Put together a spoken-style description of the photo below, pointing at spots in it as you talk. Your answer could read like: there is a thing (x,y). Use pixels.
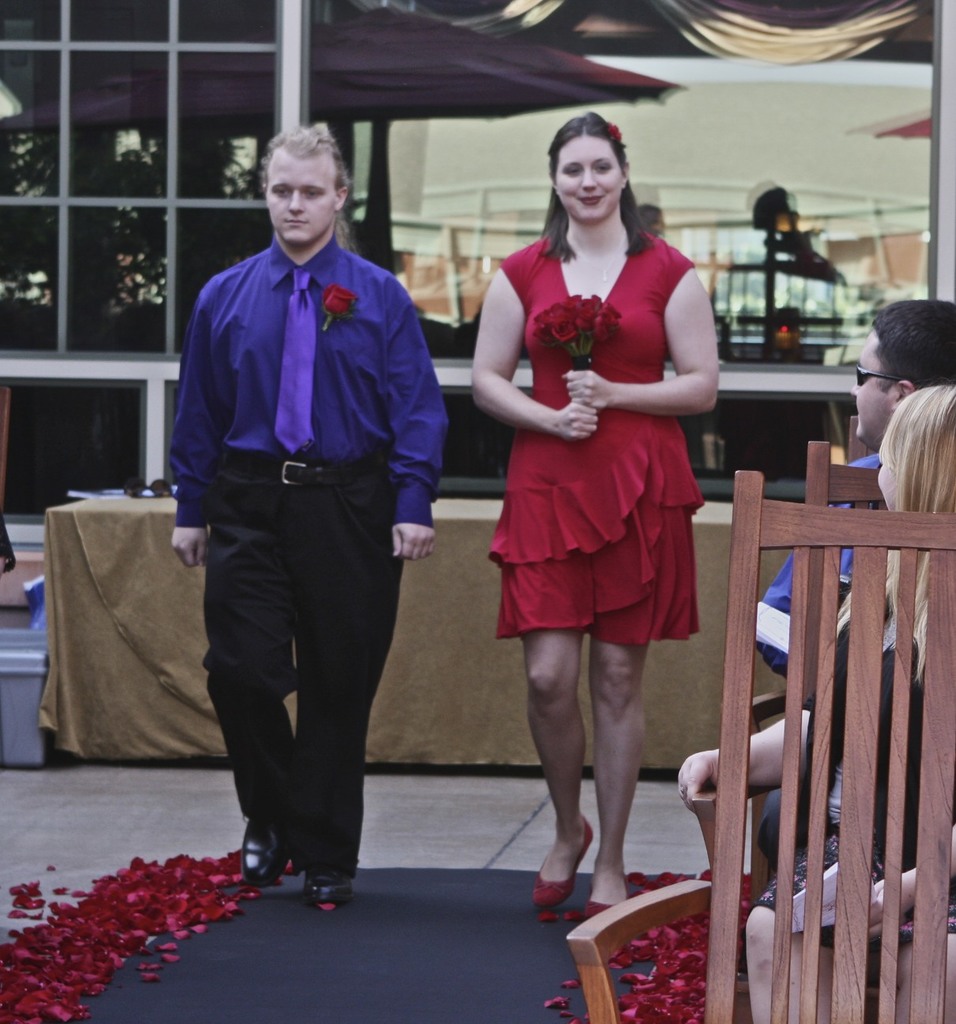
In this picture there are two people (589,459) were walking on the floor (380,965), the floor (398,954) is covered with a black color mat (444,978) on the mat (177,992) there are the red flower petals (128,914). The man (287,414) is in purple shirt (270,406) with purple tie (297,374) and the woman (596,420) is in red dress (606,456) holding the flowers (567,339). In front of the women (623,584) there are the chairs (728,858) on the chairs (847,733) there are persons (901,407) are sitting. Background of the two people (508,563) there is a table (458,562) and the table (464,589) is covered with gold cloth (444,624) and there is a glass windows (106,209).
